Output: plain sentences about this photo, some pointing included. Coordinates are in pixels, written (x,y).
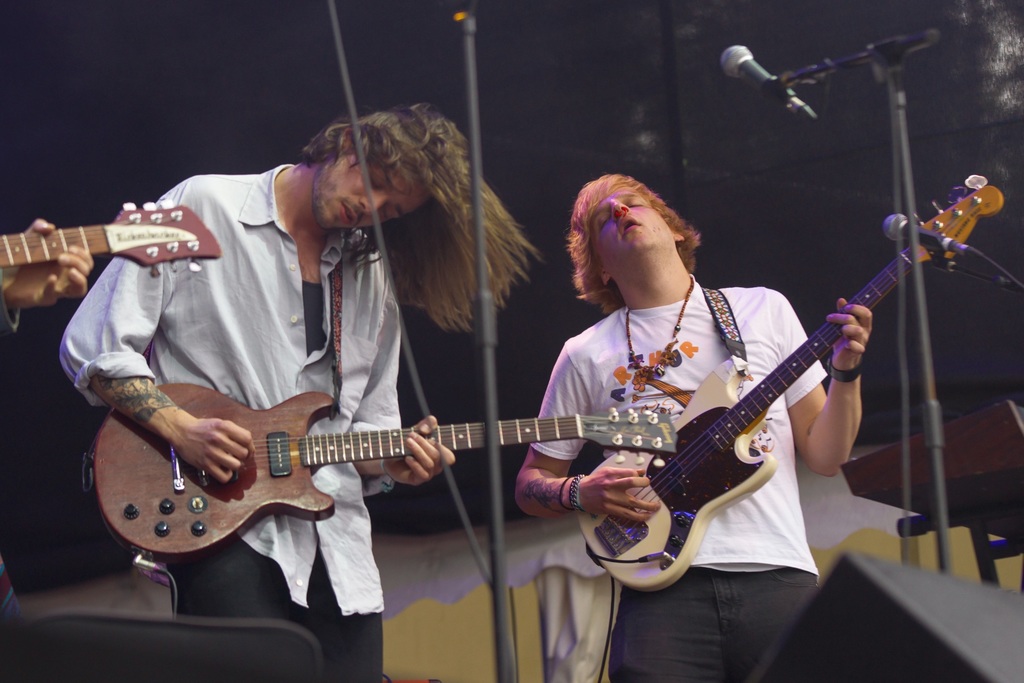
In the picture there are two persons (583,381) standing and playing guitars (631,449) and wearing white shirt (693,371) and in front of them there are microphones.
